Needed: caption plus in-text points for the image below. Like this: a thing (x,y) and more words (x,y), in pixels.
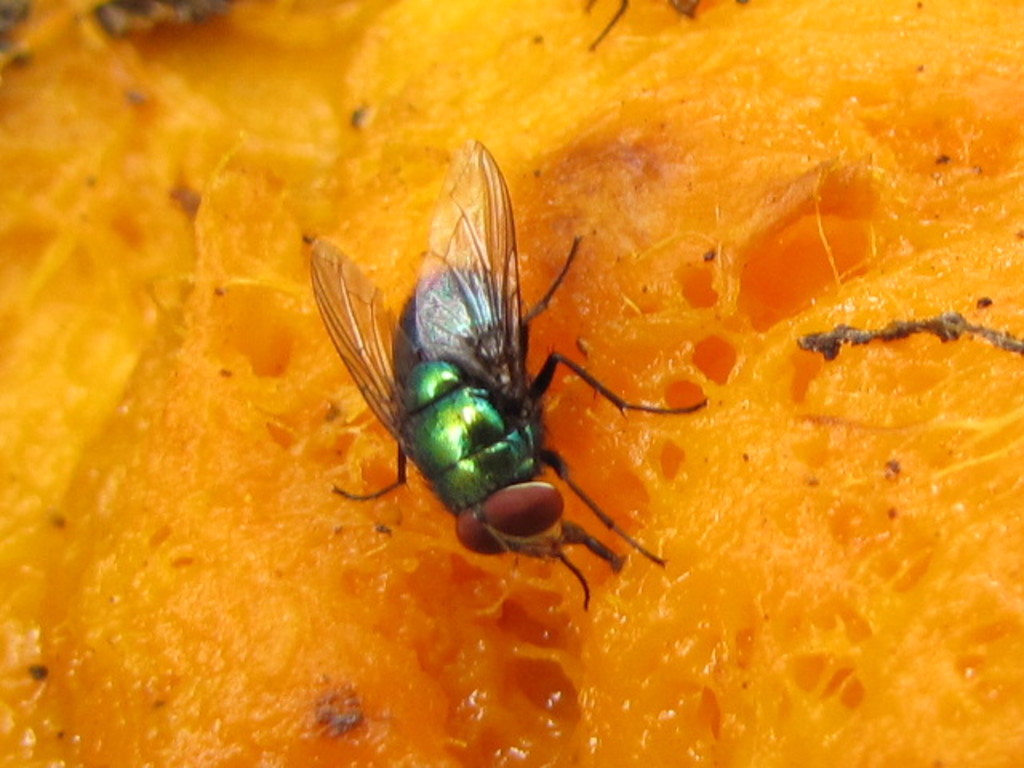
In this image we can see a fly (533,448).
